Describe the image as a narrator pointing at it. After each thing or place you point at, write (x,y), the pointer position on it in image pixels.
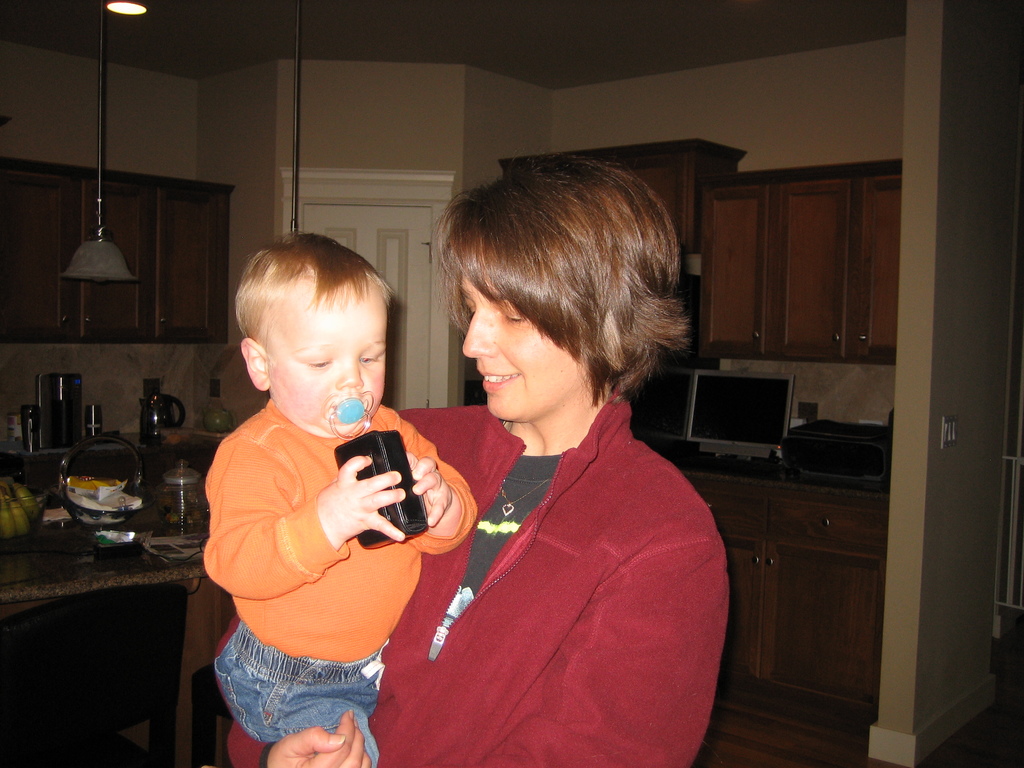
This image is taken indoors. At the top of the image (190,38) there is a roof (189,32) and there is a light (110,5). In the background (101,362) there is a wall (275,179). There is a door (392,212) and there are a few cupboards (219,268). There is a kitchen platform (179,447) with a few things (95,421) on it. There is a table (158,576) with many things (115,489) on it and there is a table (782,473) with a monitor (752,406) and a few things (813,429) on it. On the right side of the image (895,466) there is a wall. In the middle of the image (553,406) a woman (505,540) is standing and she is holding a baby (273,476) in her hands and the baby (379,526) is holding an object (411,500) in the hands (373,520).
